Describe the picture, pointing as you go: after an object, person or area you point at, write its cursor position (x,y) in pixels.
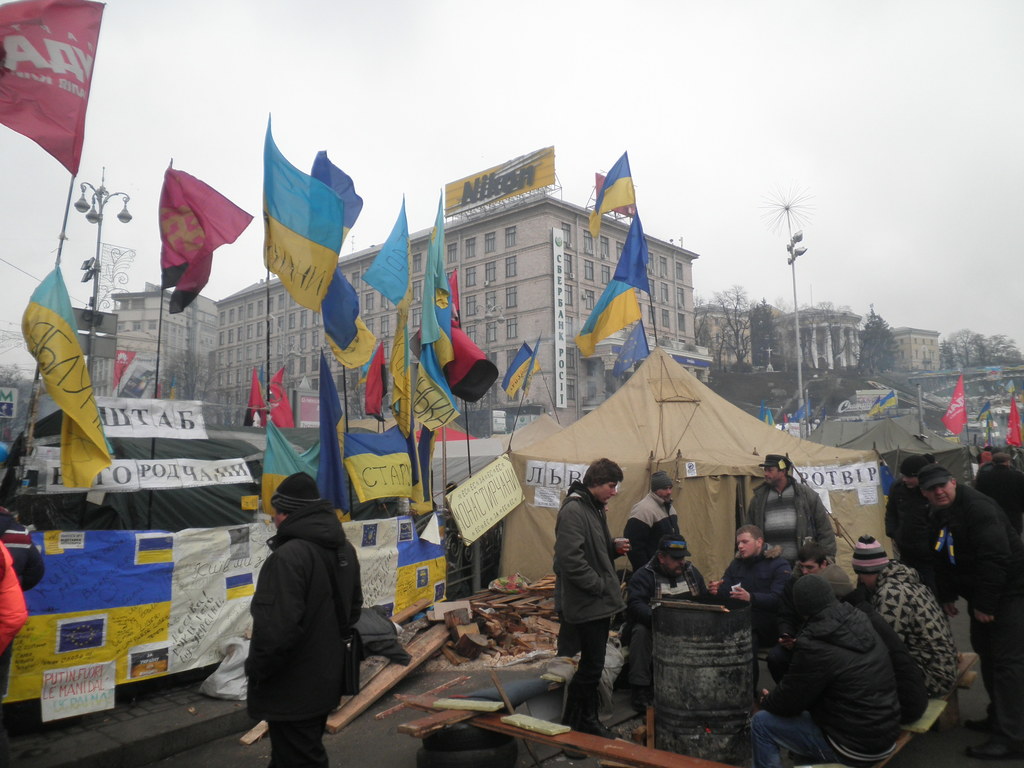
In this picture I can see few men (297,508) standing and sitting in front (984,649) and I can see few things (375,653) near them. I can also see few tents (528,539) and number of flags (180,250). In the middle of this picture (494,258) I can see number of buildings (243,292), few trees (767,350) and few light poles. In the background (176,165) I can see the sky (767,119). In the middle of this picture (563,265) I can see a board (446,188), on which there is a word (531,177) written.
